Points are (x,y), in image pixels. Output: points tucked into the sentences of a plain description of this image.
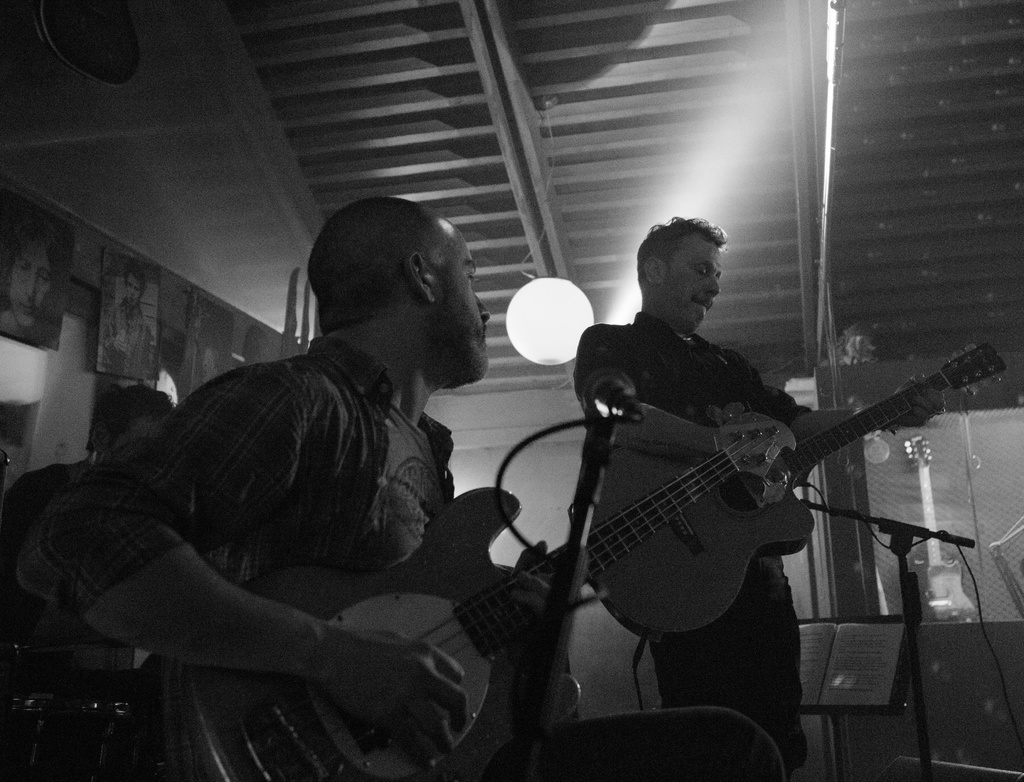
In this image i can see three man (250,458), the man (288,473) sitting here is holding a guitar (623,536) the man (724,385) standing here is playing the guitar (628,499), at the back ground (551,510) i can see a wall (540,499), at the top (626,171) i can see a light (552,306) and a shed (590,235).
